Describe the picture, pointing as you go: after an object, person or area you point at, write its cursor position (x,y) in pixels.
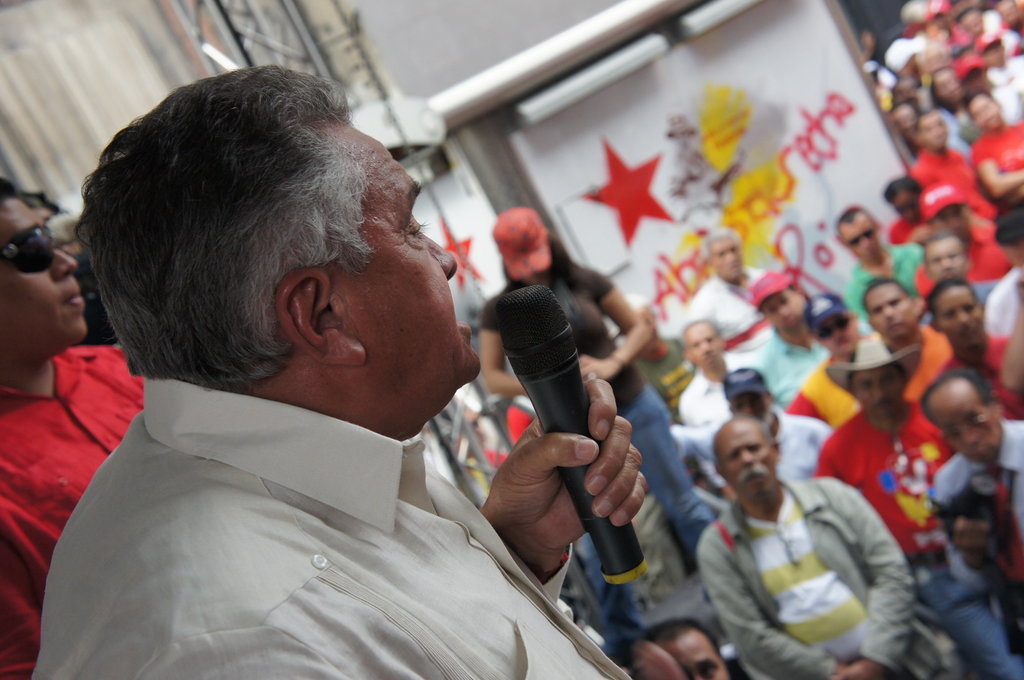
In this picture I can see a man (595,656) holding a mike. There are group of people (930,33). I can see a truss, and in the background (676,68) there are some objects (647,160).
